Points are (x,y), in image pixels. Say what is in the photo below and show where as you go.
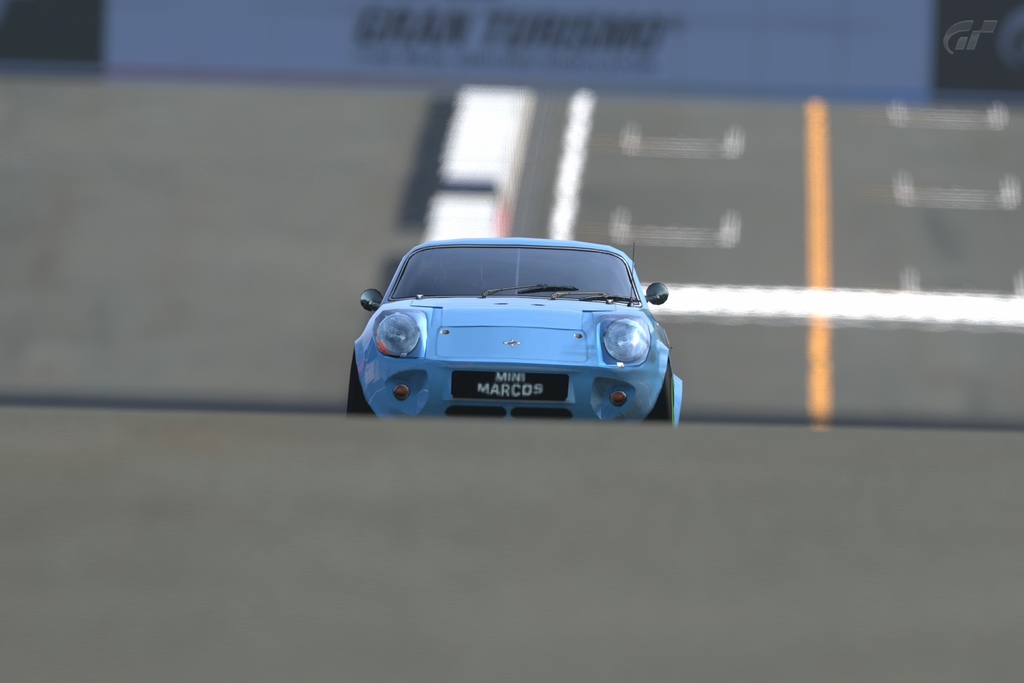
In this picture there is a blue car (521,243) on the road (496,544). At the top (884,71) there is a banner (878,27). On the right (793,314) I can see some white and yellow lines (774,310) on the road (891,109).
